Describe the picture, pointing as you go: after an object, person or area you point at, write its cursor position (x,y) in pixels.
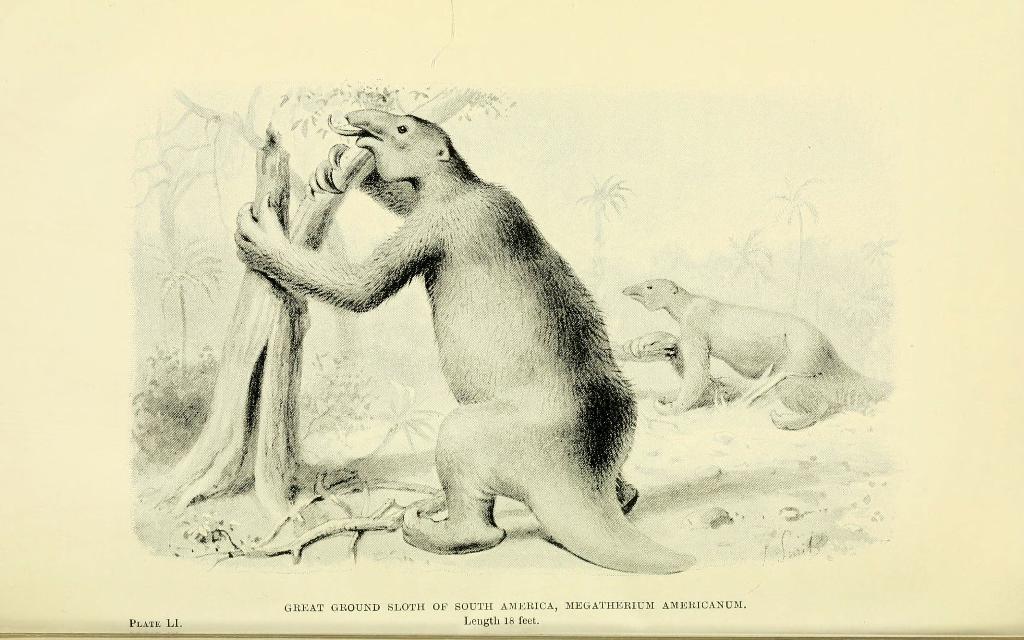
In the image there are pictures of two animals (578,319) on a paper (235,33) and the first animal (398,258) is holding the branch (346,183) of a tree (317,214).
